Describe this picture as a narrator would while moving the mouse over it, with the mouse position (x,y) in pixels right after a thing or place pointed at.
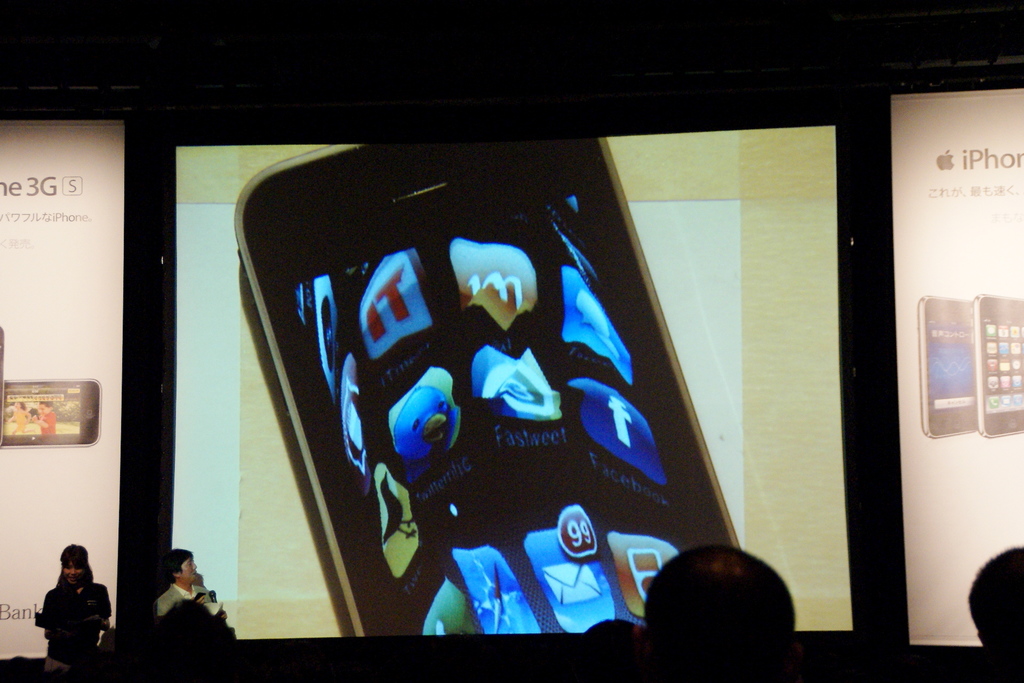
There are many people (740,614). In the back (534,314) there is screen (318,207) with image of phone (505,474).
